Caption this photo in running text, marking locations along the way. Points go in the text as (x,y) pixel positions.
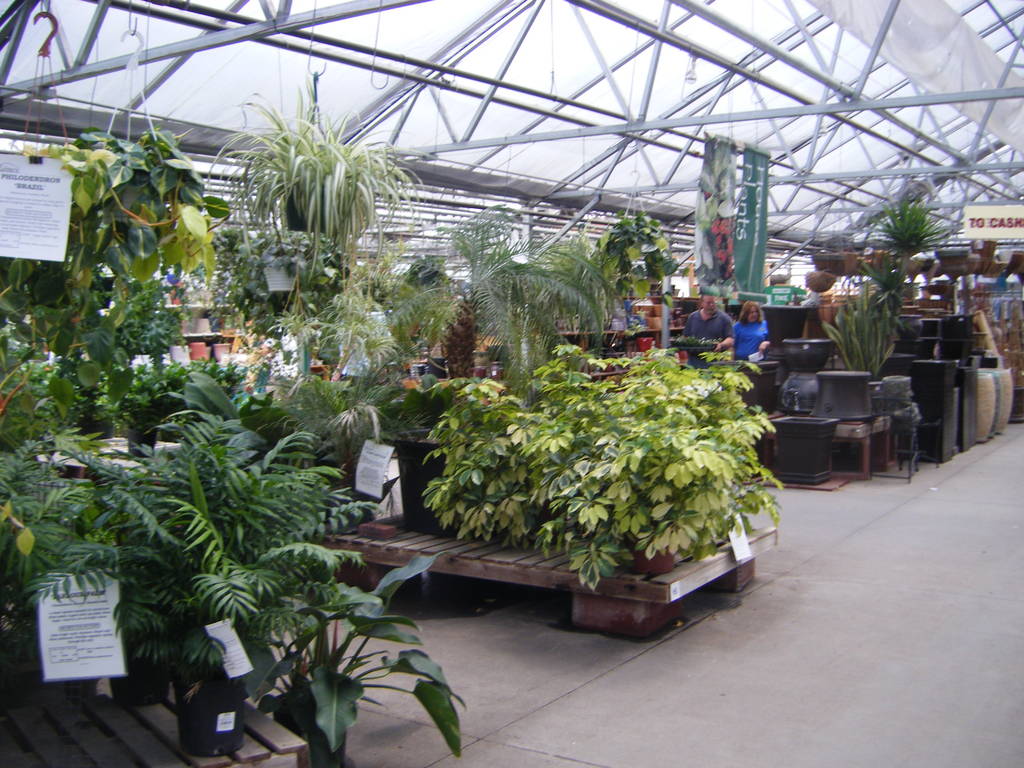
At the top (833,149) we can see the beams (792,243). We can see banners (762,240), a board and paper notes (50,172). We can see plants (169,179) hanged with hooks (139,30). In this picture we can see plants (568,489), pots (859,389) and people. It seems like a nursery (745,462).
